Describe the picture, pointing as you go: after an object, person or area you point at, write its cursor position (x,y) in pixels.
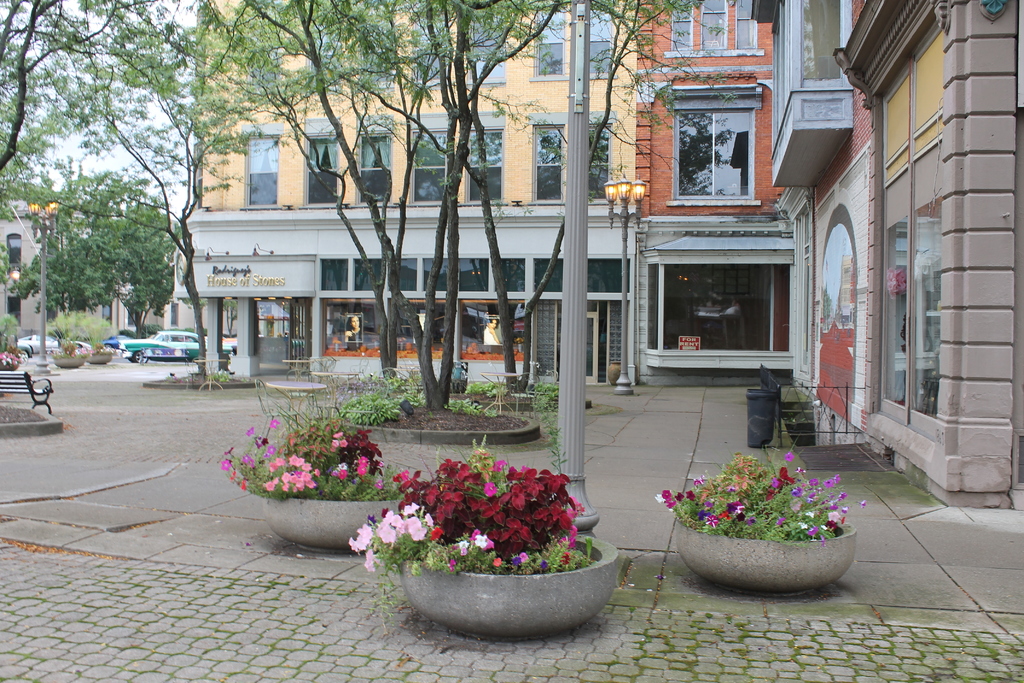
This image is clicked on the road (503,674). In the front (328,527), there are potted plants (587,575). At the bottom (133,638), there is a road (116,520). On the left (52,340), there is a bench (50,404) along with the cars (134,338). On the right (928,260), there is a building (985,218). In the middle (451,294), there are trees (161,272). At the top (177,20), there is a sky (164,20).
